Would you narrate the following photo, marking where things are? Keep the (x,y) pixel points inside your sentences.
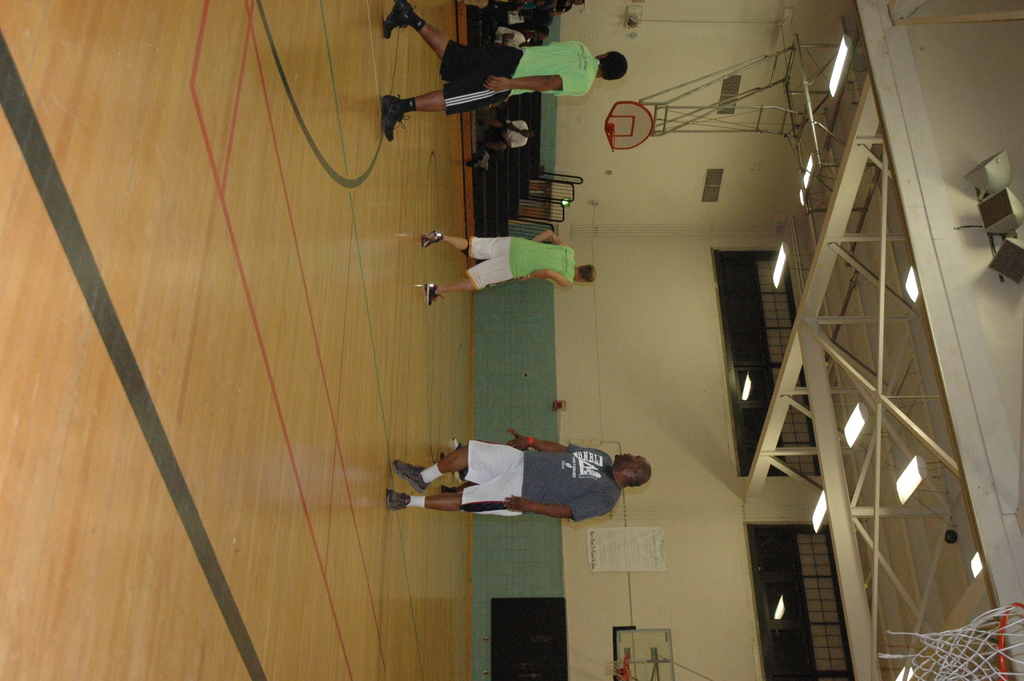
In this image in front (474,470) people (471,453) are standing on the floor (323,529). Beside them there are few other people (523,138) sitting on the stairs (499,168). On the backside (690,499) there is a wall (658,476) with the posters (599,560) attached to it. On top of the roof (827,460) there are lights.
